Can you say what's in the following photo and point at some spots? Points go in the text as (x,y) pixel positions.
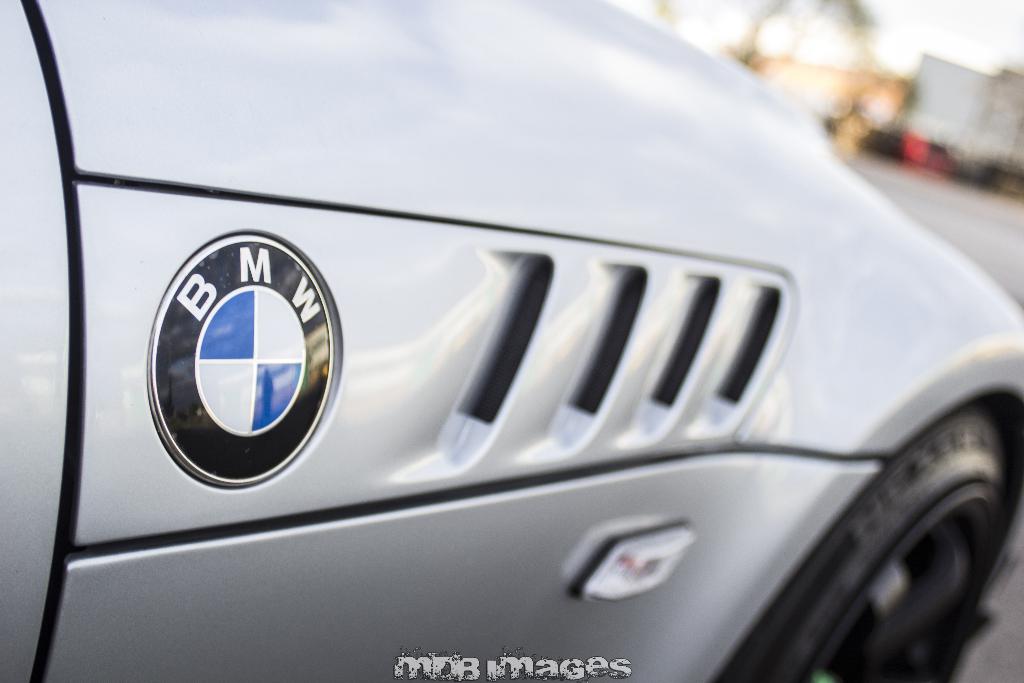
In the picture we can see a side view of the car (95,635) which is gray in color with a BMW symbol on it and we can also see a tire (970,433) which is black in color.
